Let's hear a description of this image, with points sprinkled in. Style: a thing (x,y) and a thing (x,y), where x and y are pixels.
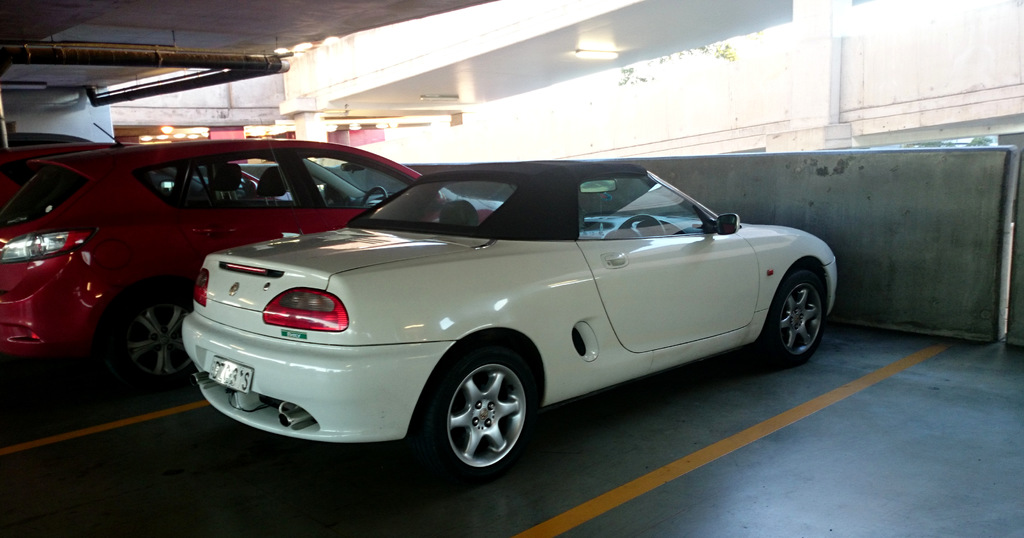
In the image we can see that there are cars (205,240) parked in the cellar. At the top (158,53) there is a pipe (156,62) attached to the roof (225,39). On the right side (875,90) top there is another building (850,86).
